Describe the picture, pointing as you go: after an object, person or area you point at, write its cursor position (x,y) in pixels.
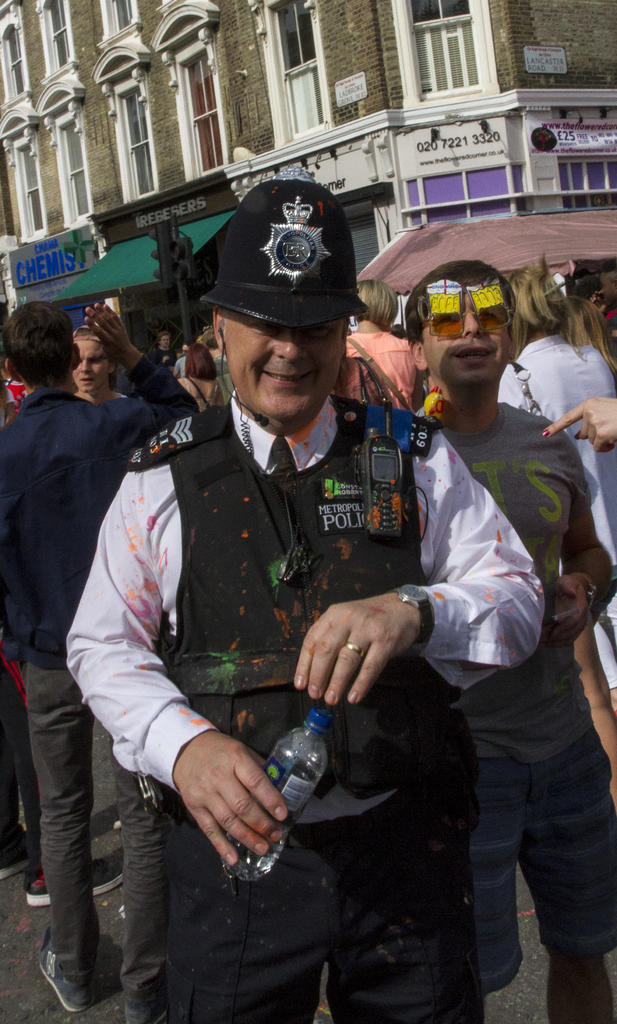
In this image I see a man (459,679) who is in front (447,1005) and he is holding a bottle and smiling. I can also see there are number of people (7,771) in the background (576,268) and the building (197,271).
